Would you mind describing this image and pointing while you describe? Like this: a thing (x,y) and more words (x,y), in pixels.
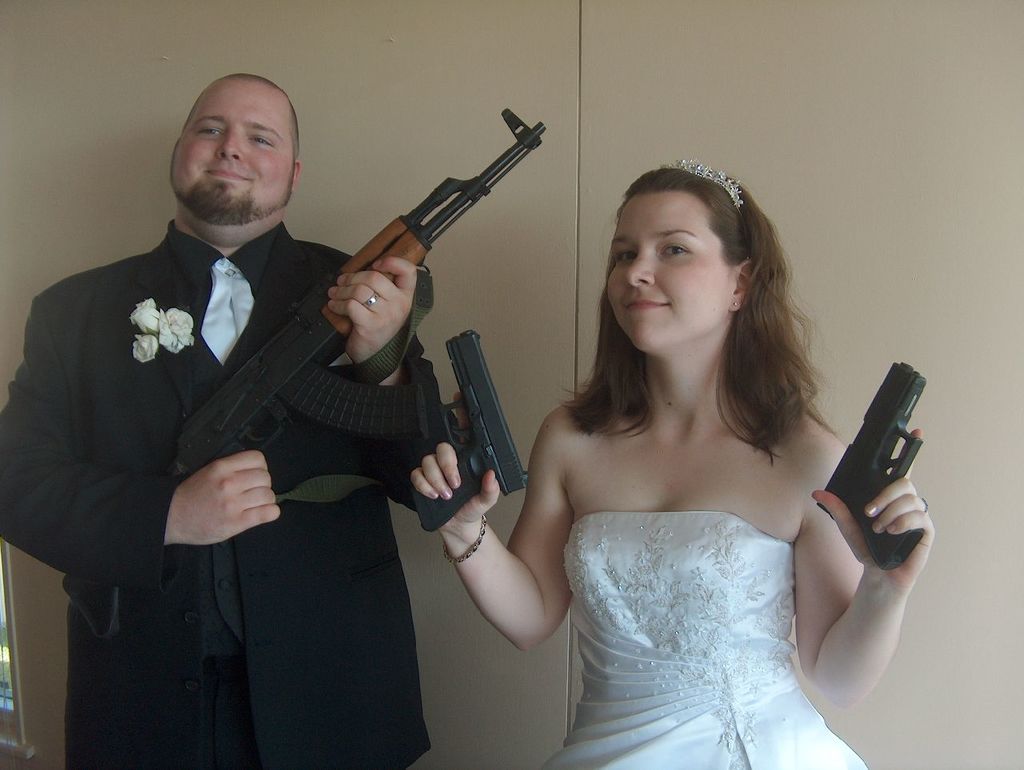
On the left side (207,363) there is a man (224,541) wearing a black suit (202,667) with roses (152,335) on it is holding a gun (261,369). Also there is a lady (634,561) holding gun (443,516) is standing. In the background (601,103) there is a wall (294,83).
